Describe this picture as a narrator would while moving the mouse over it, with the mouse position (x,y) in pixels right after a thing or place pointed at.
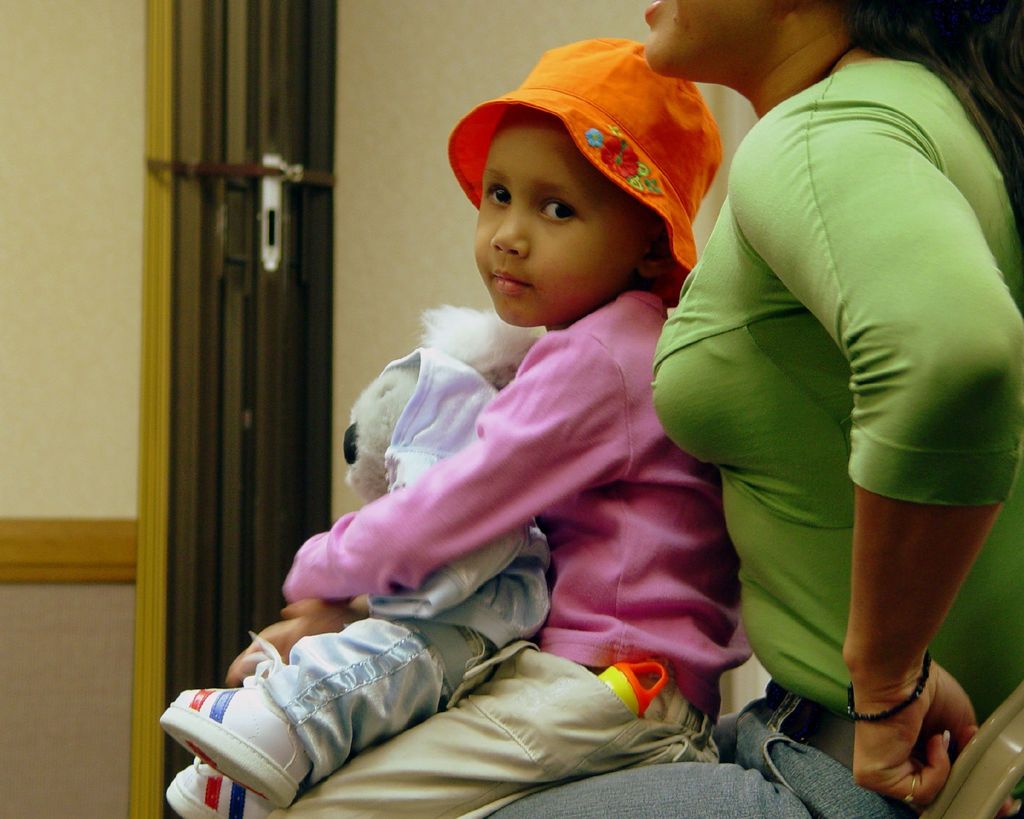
In this picture we can see a girl (671,162) sitting on the woman lap (740,763) and a girl (413,588) is holding a teddy (414,473).
